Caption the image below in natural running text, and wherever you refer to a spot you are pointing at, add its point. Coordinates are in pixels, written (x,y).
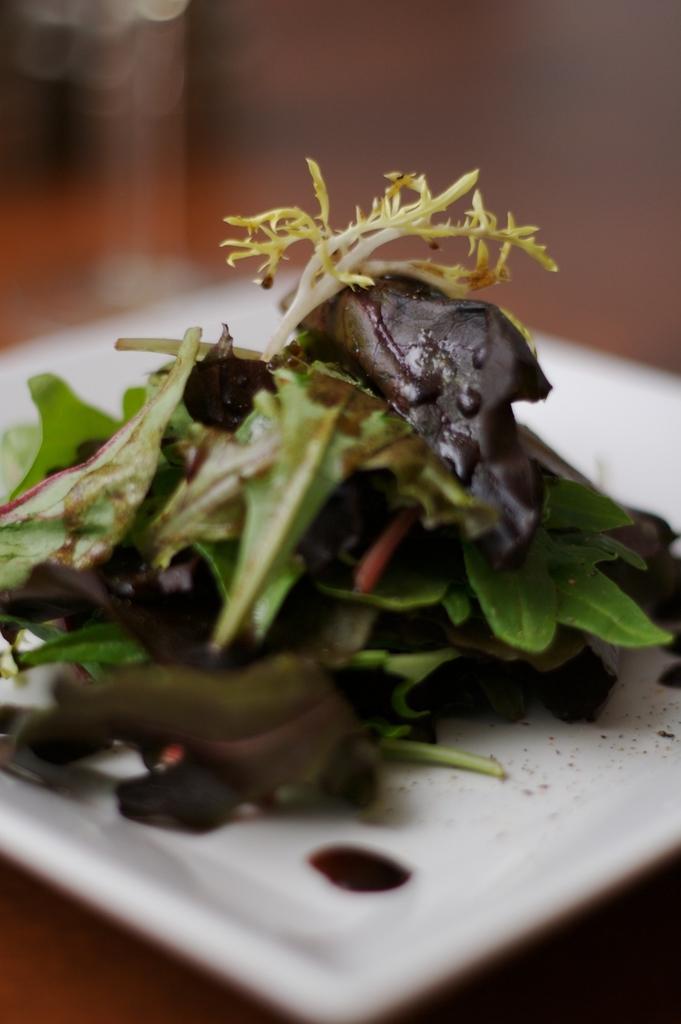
In this image there is a table (648,968), on that table (616,1015) there is a plate (621,654), in that plate (623,671) there is a food item (273,643), in the background (165,104) it is blurred.
